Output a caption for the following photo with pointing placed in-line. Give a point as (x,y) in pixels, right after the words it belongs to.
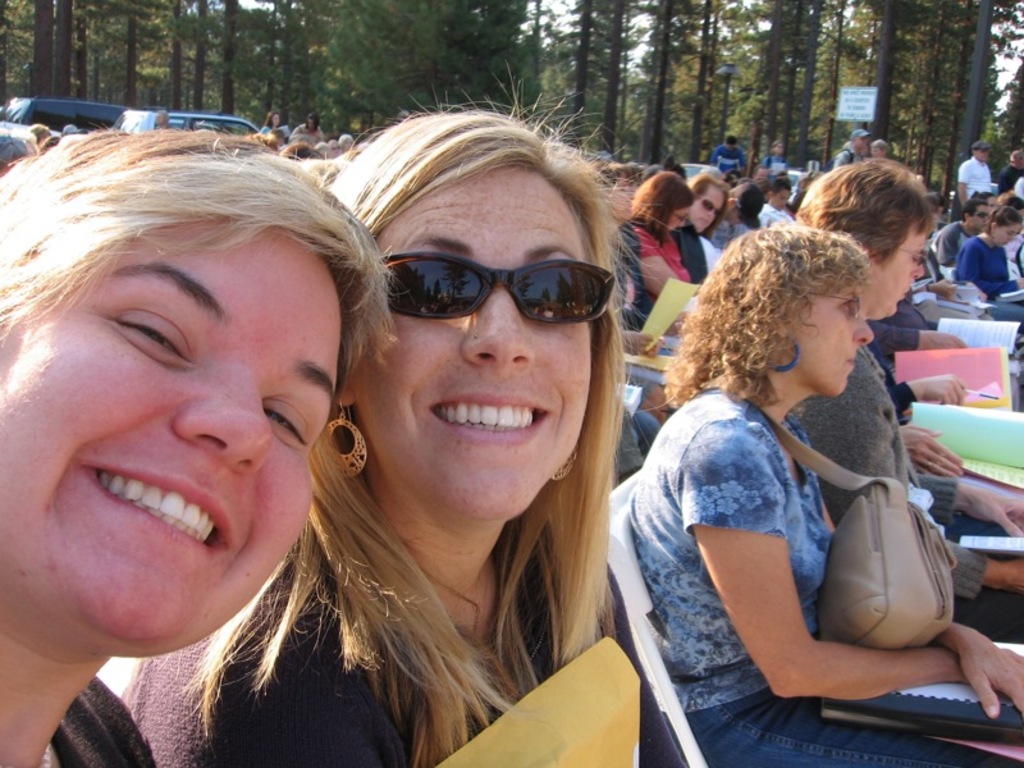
This image consists of so many persons (495,449). There are chairs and people (439,617) are sitting on chairs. There are trees (633,124) at the top (936,110). People (711,282) are holding bags (824,464), files (834,711), books (997,719), papers (990,751).
